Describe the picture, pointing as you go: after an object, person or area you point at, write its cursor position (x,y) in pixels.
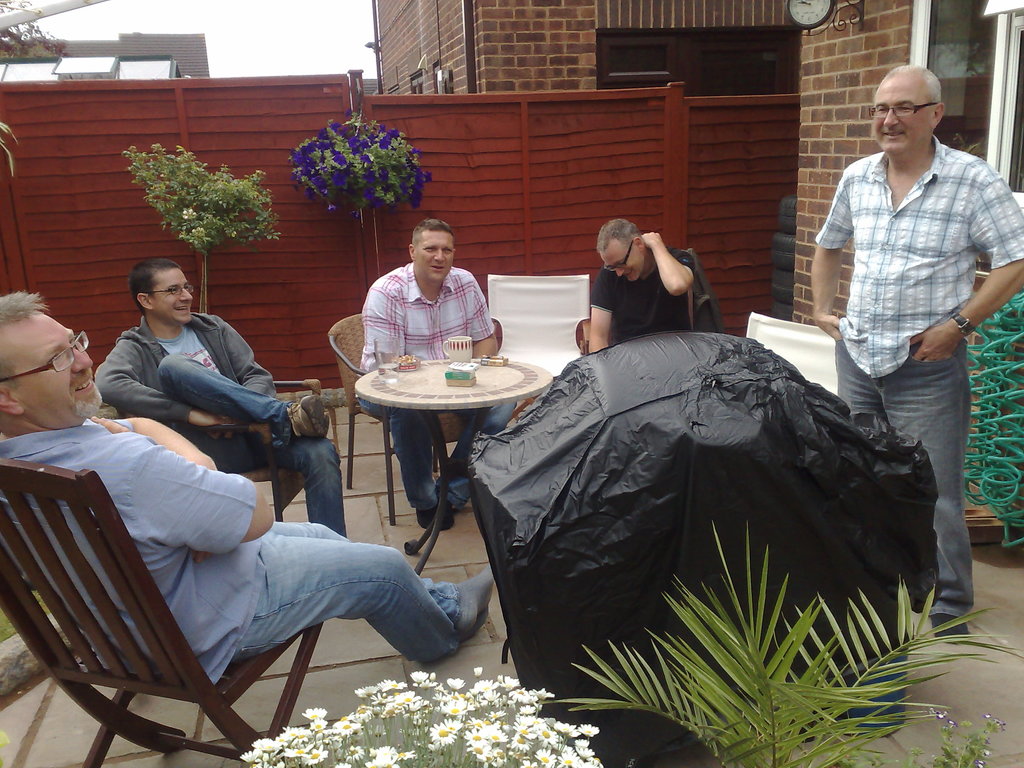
In this image there are four persons (203,401) sitting on the chair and one person (893,323) is standing. There is a table (496,401) on table (506,379) there is a cup (468,345). At the background (510,48) we can see a building (550,65) and a plant (352,164).
